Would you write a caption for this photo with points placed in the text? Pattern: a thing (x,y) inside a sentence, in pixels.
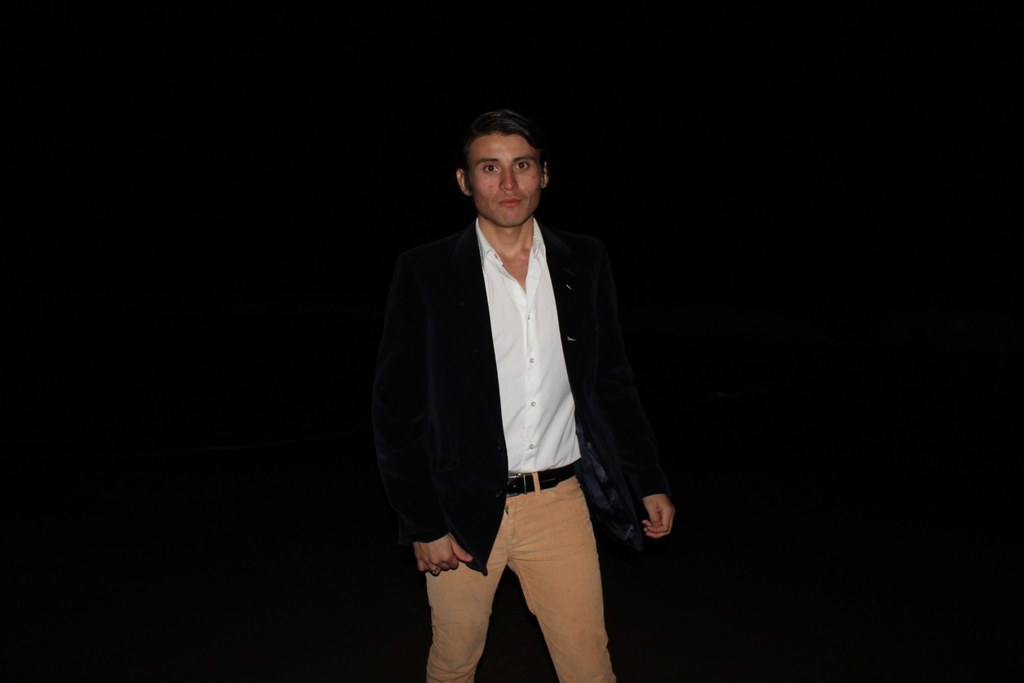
In this image there is a man (535,544) standing. He is wearing a shirt (526,359), and trousers (566,506), a belt (562,475) and a jacket (491,368). The background (178,77) is dark.
